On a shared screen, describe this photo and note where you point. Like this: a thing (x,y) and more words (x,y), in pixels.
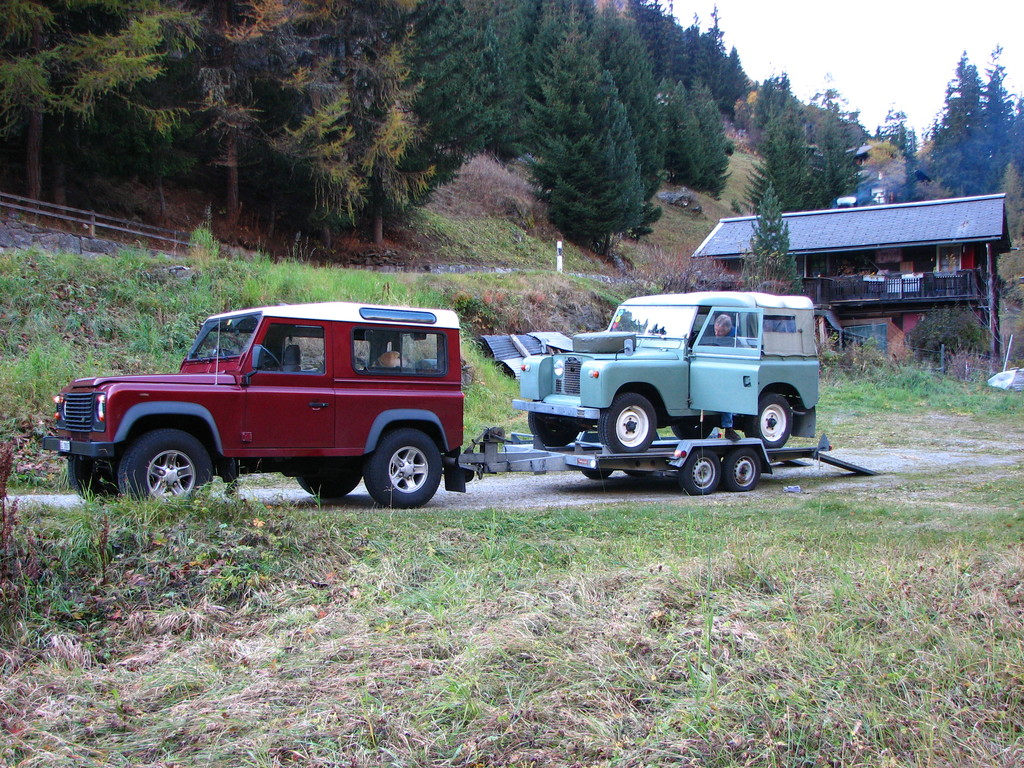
In this image in the center (579,432) there are vehicles (595,417) on the road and we can see grass (638,605) on the surface (707,600). On the backside (842,307) there is a building (891,269). In the background (587,157) there are trees (615,57) and sky (926,1).
